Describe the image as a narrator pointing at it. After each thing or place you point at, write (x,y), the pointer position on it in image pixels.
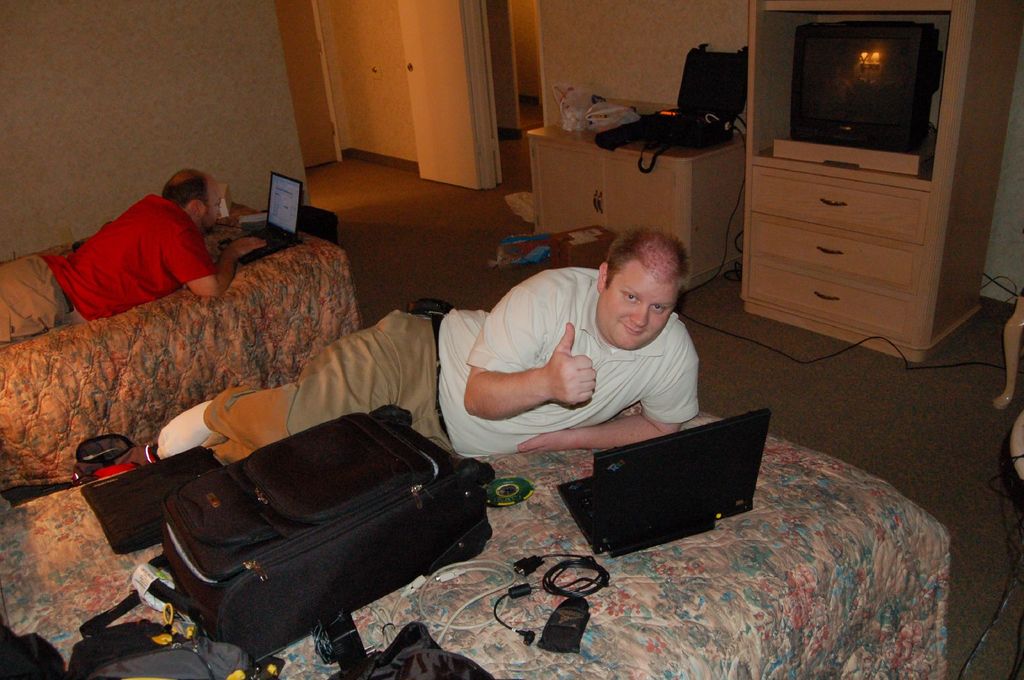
In the picture we can see a room (584,86), there are beds (186,325), there are people (179,190) lying on the beds (811,668) and doing some work on their laptops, there is a bag (339,425), cables (419,581) and some items (114,485) on the one of the beds (533,497), there is a television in the cupboard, we can see a bright light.
